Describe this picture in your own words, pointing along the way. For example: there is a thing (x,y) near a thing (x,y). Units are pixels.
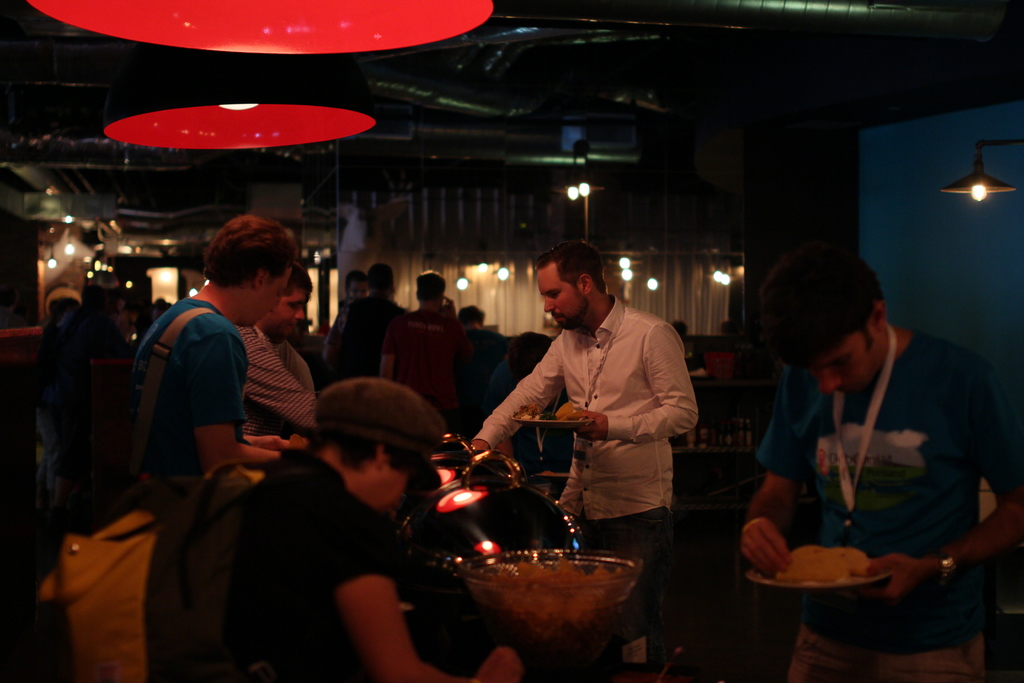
As we can see in the image there are few people (521,434), lights (309,128), bowls (551,603) and in the background (502,319) there are curtains (684,282). On the right side (924,206) there is blue color wall (939,217) and the image is little dark.
